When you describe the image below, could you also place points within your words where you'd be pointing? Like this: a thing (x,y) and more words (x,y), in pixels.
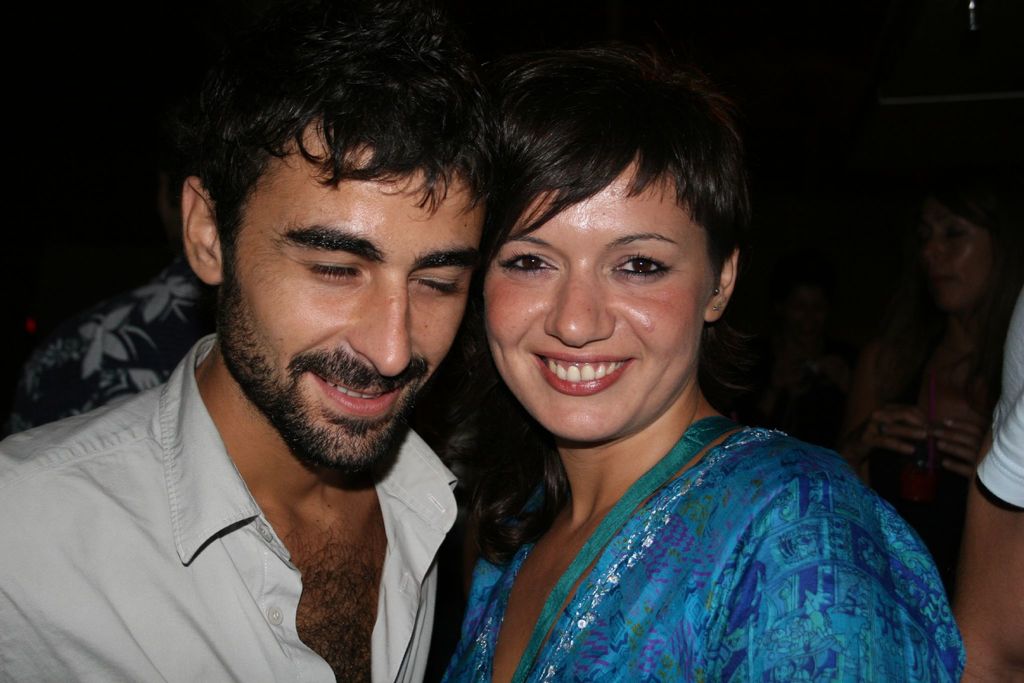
In this image I can see few people (684,368) and I can also see smile on few faces (561,388).
